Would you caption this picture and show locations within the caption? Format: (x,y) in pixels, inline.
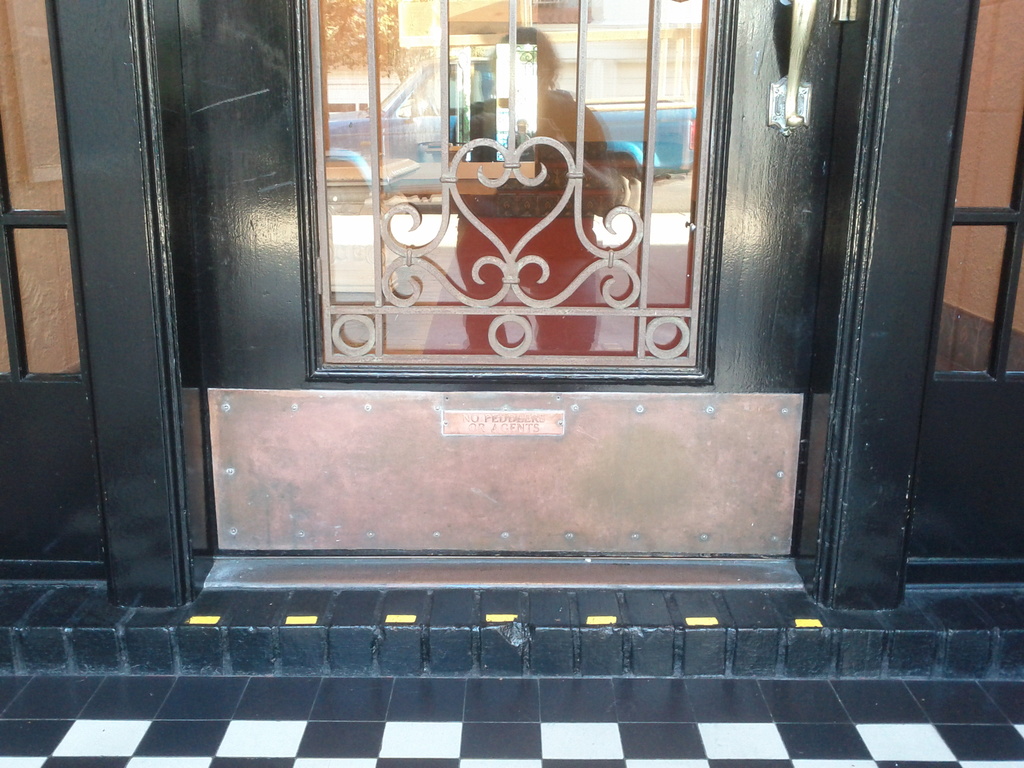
In this picture I can see a door (657,258) in the middle (477,288), there is a reflected image (541,212) of a human (510,238) and a vehicle (605,157) on this glass (549,234).
